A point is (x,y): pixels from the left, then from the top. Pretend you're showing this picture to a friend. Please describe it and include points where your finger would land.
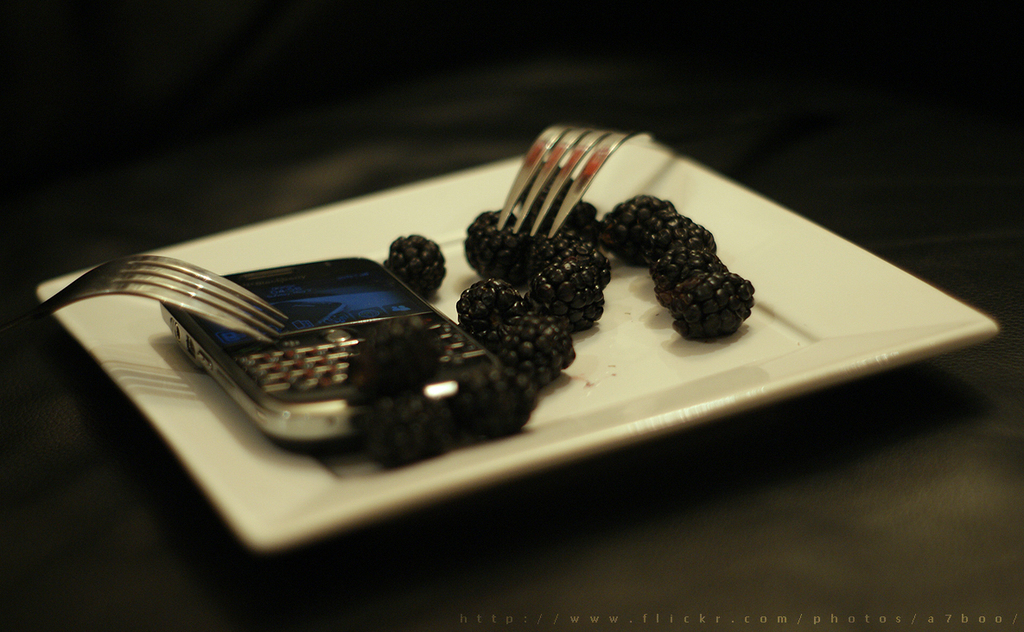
In this image, there is a plate (815,306) contains blackberries (562,256), forks (510,204) and phone (210,329).
